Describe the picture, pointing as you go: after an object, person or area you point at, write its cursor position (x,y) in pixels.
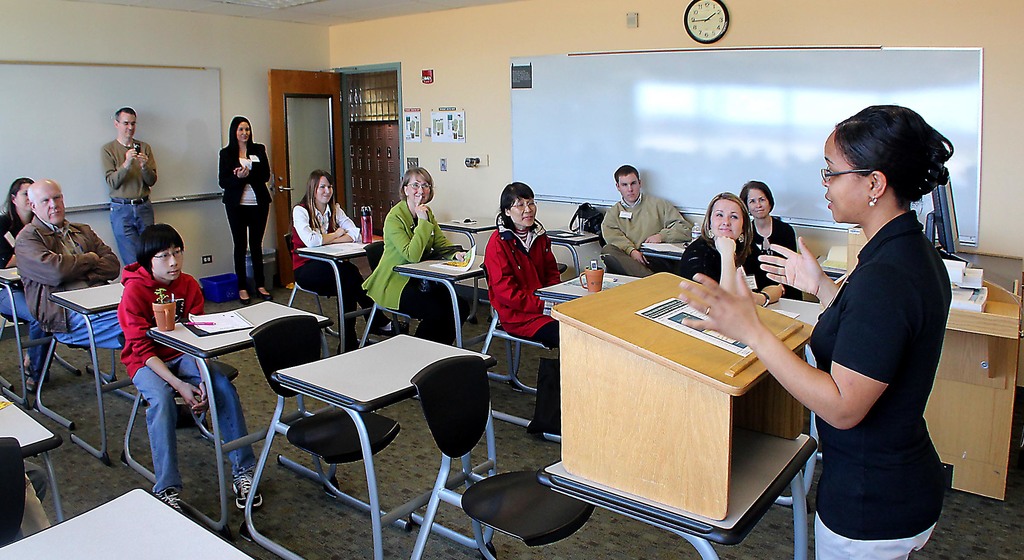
This picture is clicked inside the room (305,484). There are many people (242,461) in this room (287,480). Among them four are boys (116,212). On the right corner of the picture (928,509), we see woman (916,331) in black t-shirt (867,297) wearing spectacles (824,177) is talking to the other people (237,408) in the room (674,24). In front of her, we see a table (626,329) on which paper (675,321) is placed. We see many study chairs (295,437) and tables (385,379) in this room (301,397) and to the left top of this picture (140,73), we see a white board (83,143). Behind that, we see a wall (218,37). Next to it, we see a door (327,112) which is brown in color and on background (703,85), we see white board (657,132). On top of it, we see a watch (714,24).
